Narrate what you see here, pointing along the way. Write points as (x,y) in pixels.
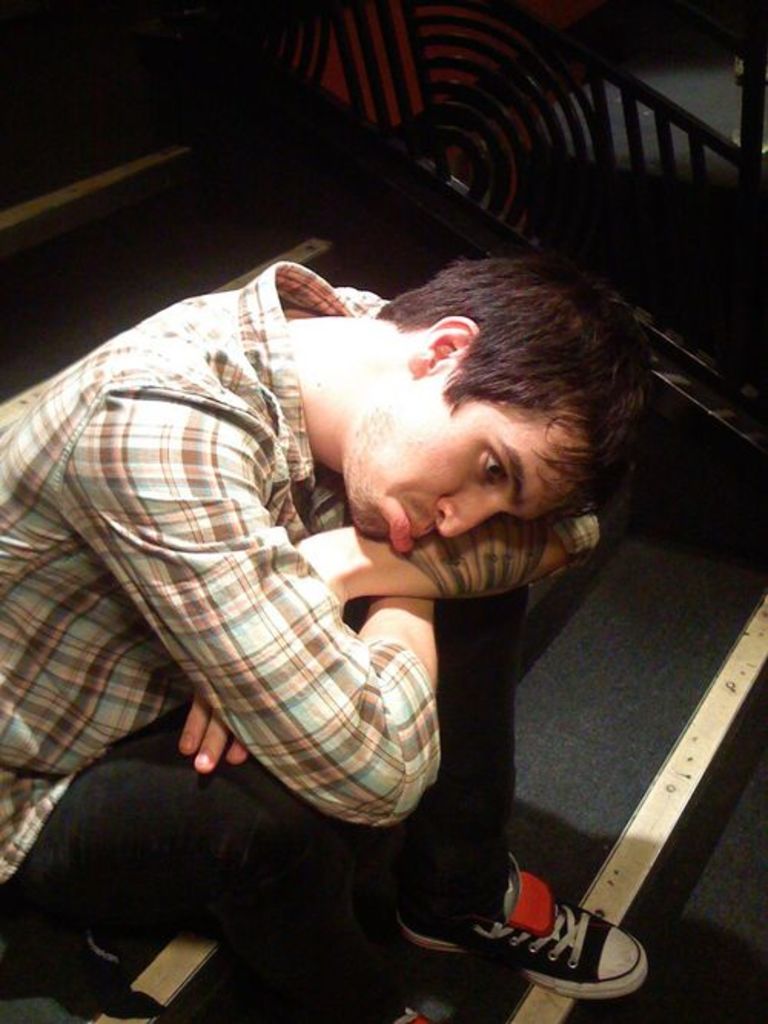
Here in this picture we can see a person (300,521) sitting on a stair case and making a sad face (433,531) and beside him we can see a railing (656,140) present.
